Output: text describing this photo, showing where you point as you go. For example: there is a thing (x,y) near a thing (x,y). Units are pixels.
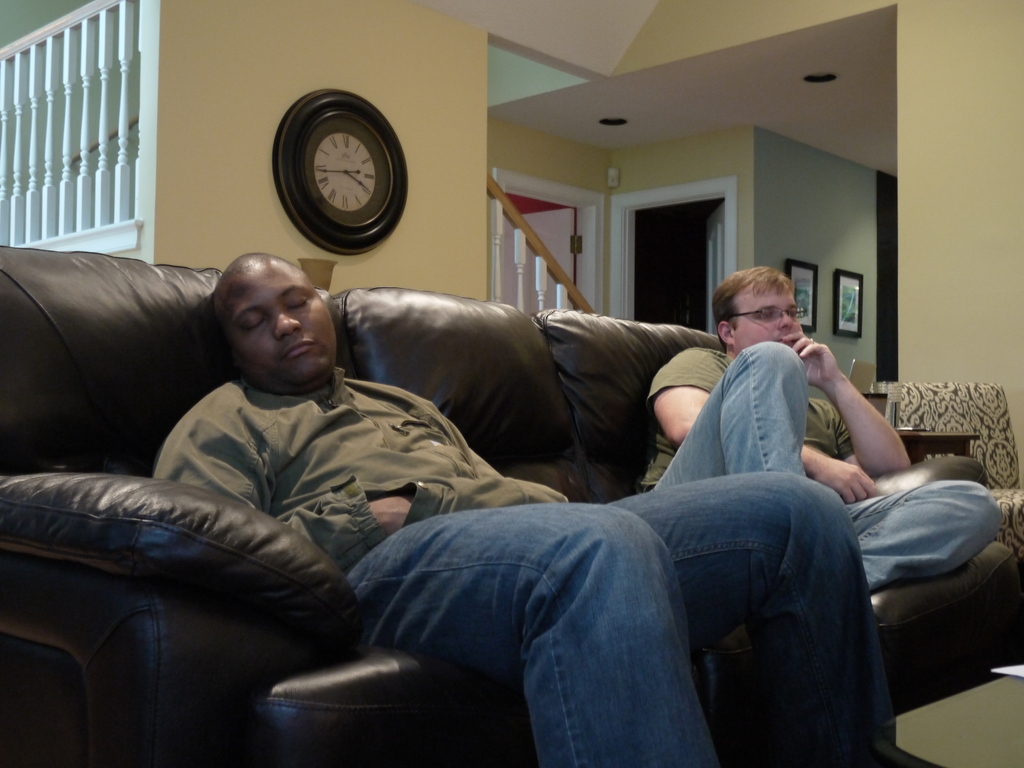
Here we can see two men (548,646) sitting on a couch (642,464) in that the guy (592,511) on the left (261,269) is sleeping and behind him we can see a wall clock (324,177) and a staircase (498,247) and a door (722,221) present.
